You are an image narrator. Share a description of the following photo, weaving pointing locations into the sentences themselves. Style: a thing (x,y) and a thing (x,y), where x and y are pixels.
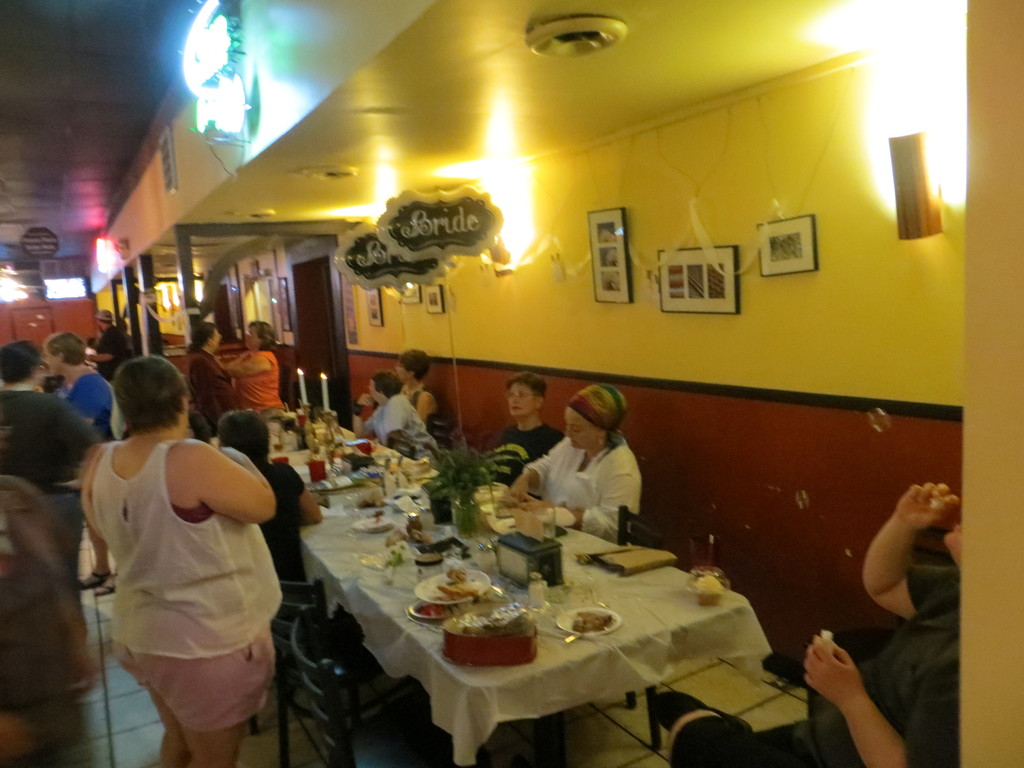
This is a picture in a hotel (743,262), the people (408,410) are sitting on a chair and the table (581,647) is covered with a white cloth (614,638) on top of the table (643,626) there is a food items (453,588) on the plate (446,576). This are the two candles (321,376) with flame (300,373). Background of the people (575,420) is a wall (795,379) with red and yellow color on the wall (582,242) there is a photo frames (689,254) and lights (916,109).
